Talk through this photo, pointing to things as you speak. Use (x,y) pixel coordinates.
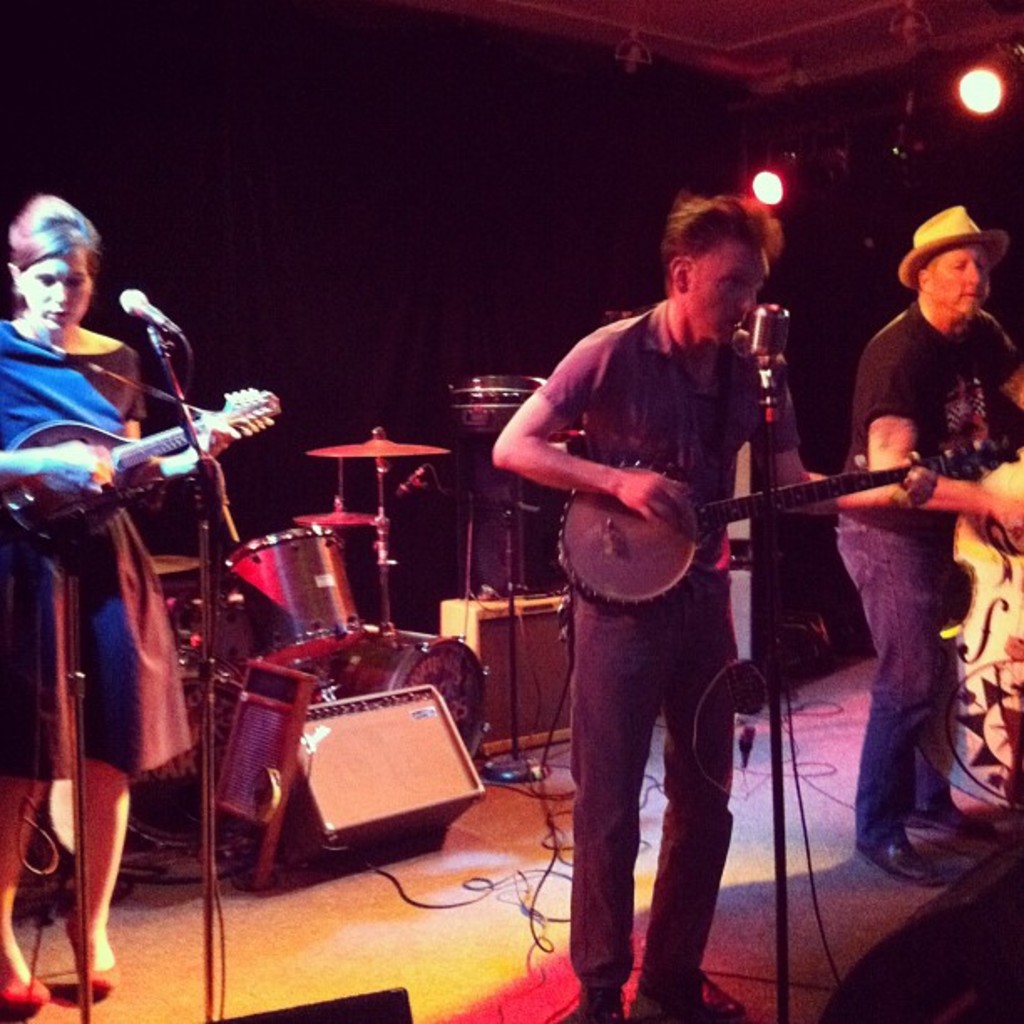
This is a picture where we have three people (671,650) two men (668,250) and one woman (41,455) among them holding some musical instruments (596,510) and playing in front of the mics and behind there are some musical instruments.
